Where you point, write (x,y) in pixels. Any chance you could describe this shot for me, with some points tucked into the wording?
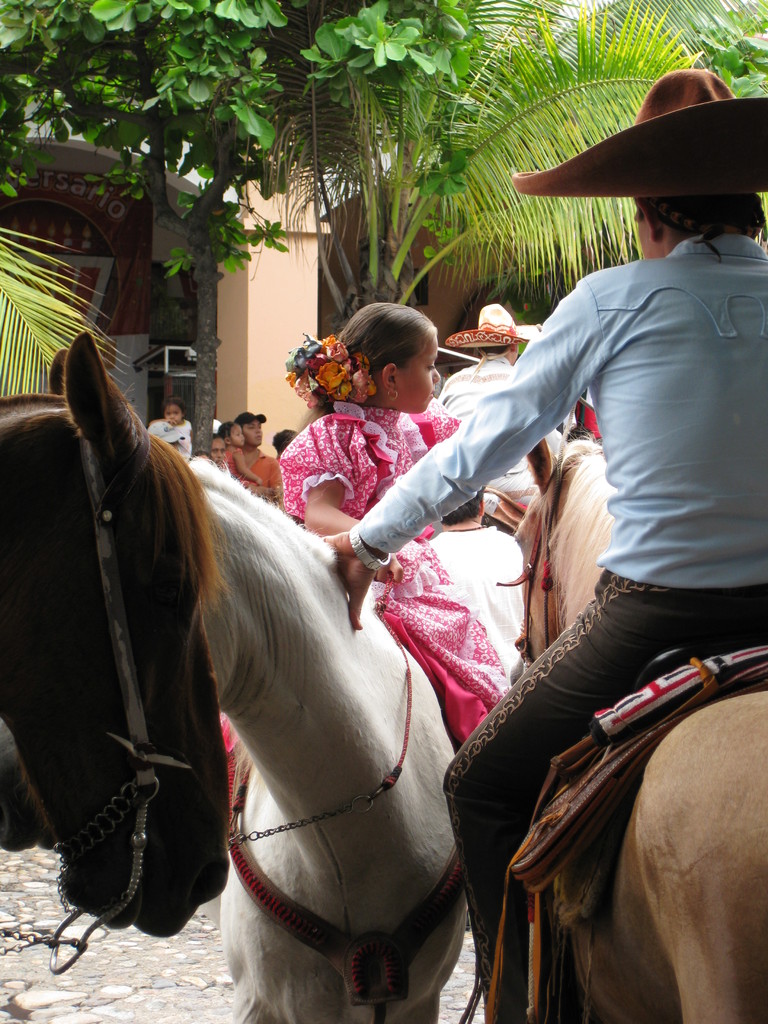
As we can see in the image there are trees (389,248), few people (654,346) here and there and some of them are sitting on white color horses (396,699).
